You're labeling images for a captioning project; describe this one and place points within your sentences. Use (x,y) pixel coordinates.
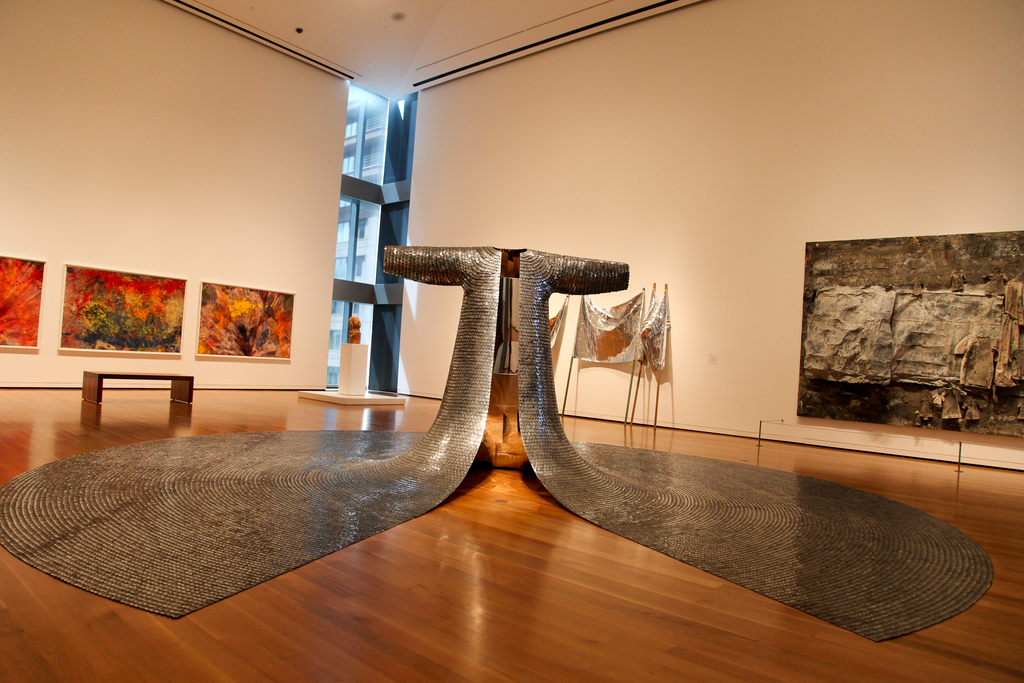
In the center of the image (510,454) we can see a dress (455,451) to a stand (497,451). On the backside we can see a bench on the floor (135,442), some banners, frames (219,316) on a wall (145,385) and some poles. We can also see an object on the stand (360,351) and a building (365,265).
